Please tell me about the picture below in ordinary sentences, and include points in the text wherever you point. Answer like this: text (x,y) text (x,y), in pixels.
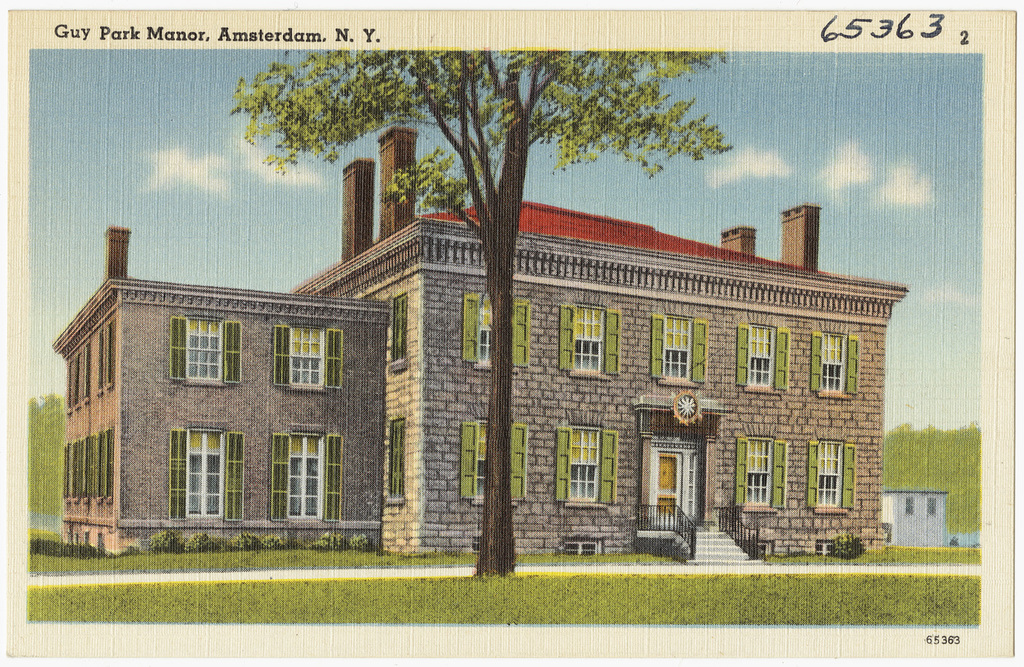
This is a picture and here we can see buildings (304,293) and there is a tree (494,508). At the bottom (533,602), there is ground (612,601) and at the top (796,127), there are clouds (783,167) in the sky (723,155).
